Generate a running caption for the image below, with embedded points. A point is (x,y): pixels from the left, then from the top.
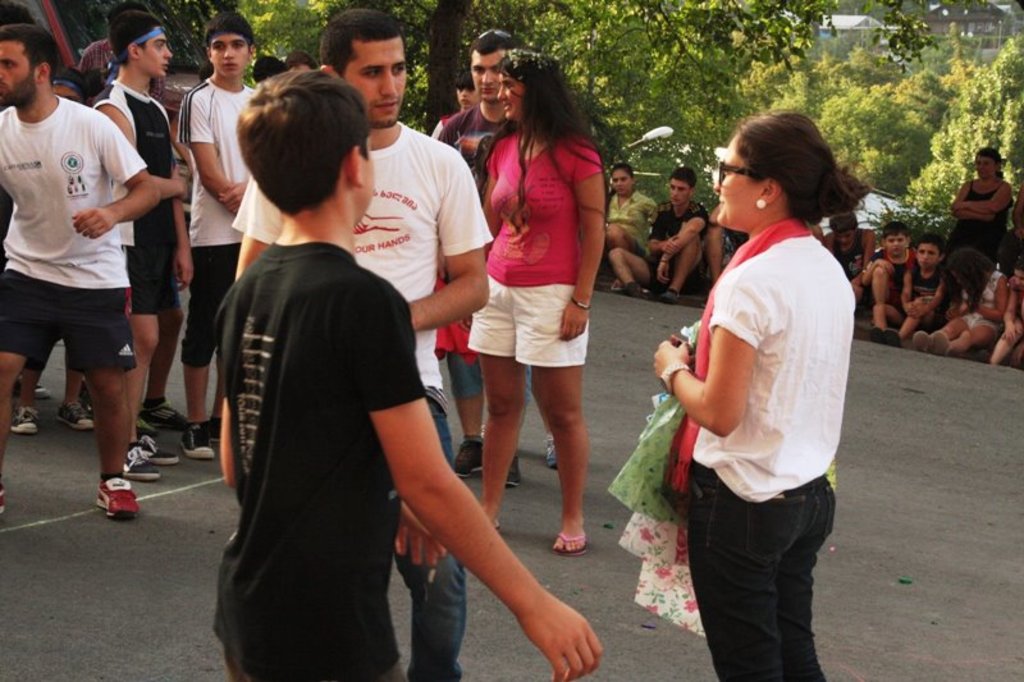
There are people (460,226) in the foreground area of the image (438,230), there are people (655,218) sitting, trees (863,87), houses (870,17) and a lamp pole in the background (854,28).
